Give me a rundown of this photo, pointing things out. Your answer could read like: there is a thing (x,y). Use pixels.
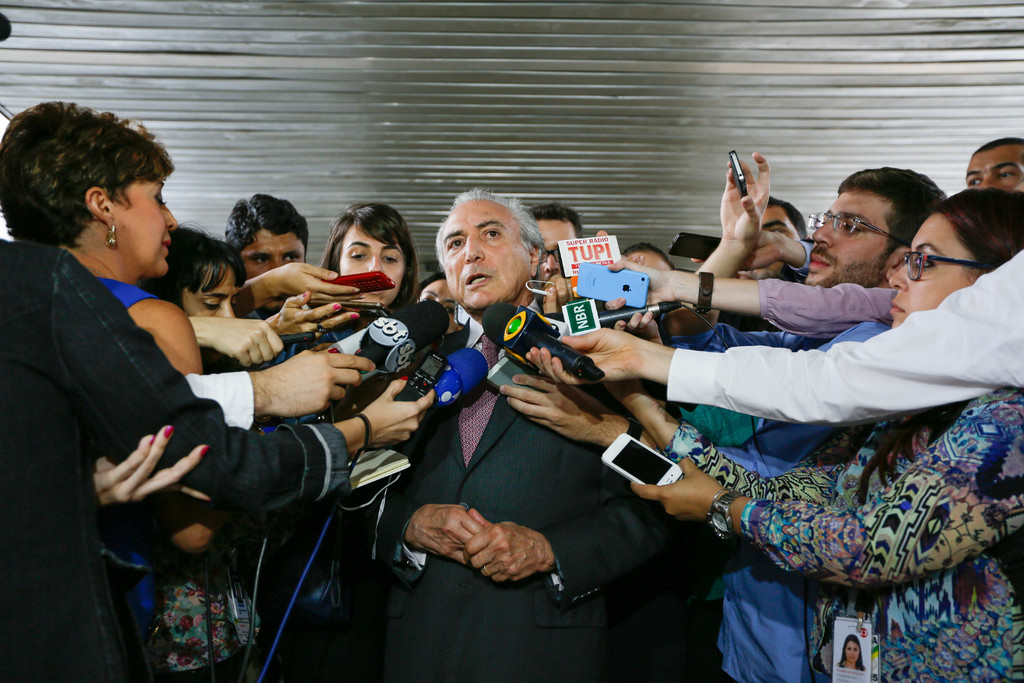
In the picture a person (485,401) is being interviewed by a lot of journalists (627,371), there are plenty of mics (512,320), mobile recorders (617,291) around the person (474,307).
